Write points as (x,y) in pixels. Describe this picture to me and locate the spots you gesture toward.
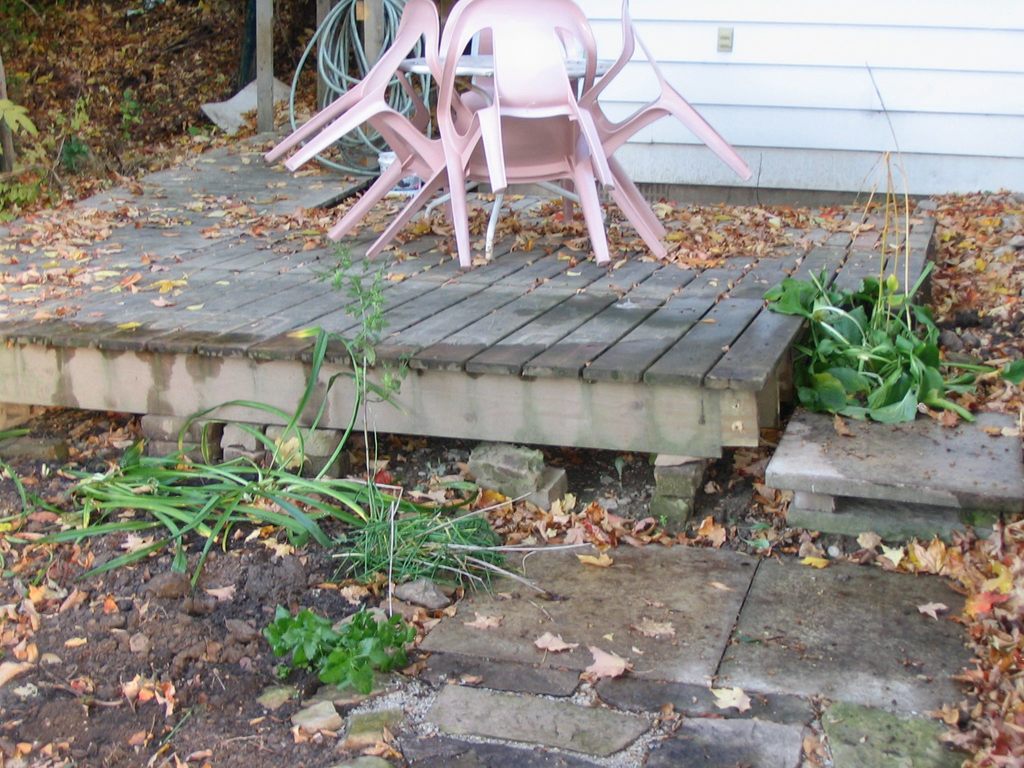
In this image there is a table (484,66) and we can see chairs (555,61). At the bottom (421,552) there is grass (384,487) and we can see shredded leaves (1023,332). There is a wooden deck (620,270). In the background (795,161) there is a wall (761,52).
